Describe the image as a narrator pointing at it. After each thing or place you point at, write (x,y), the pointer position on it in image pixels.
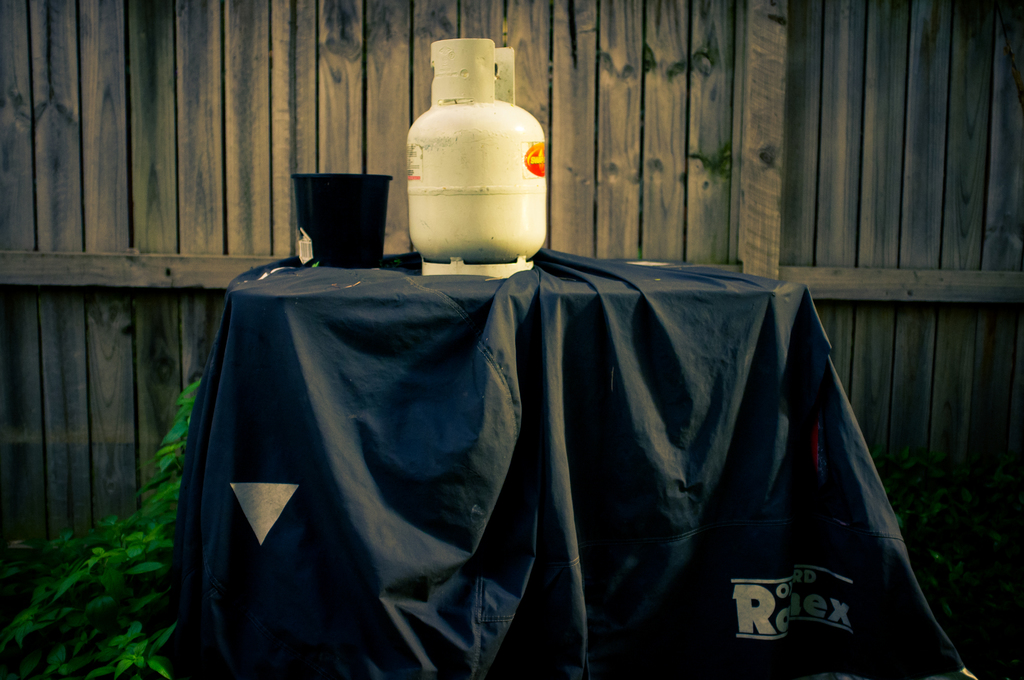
In this image we can see a black colored cloth (467,362) on which a cylinder (467,235) and a bowl (331,247) are there. Background of the image (160,130) we can see wooden sticks (147,259).
